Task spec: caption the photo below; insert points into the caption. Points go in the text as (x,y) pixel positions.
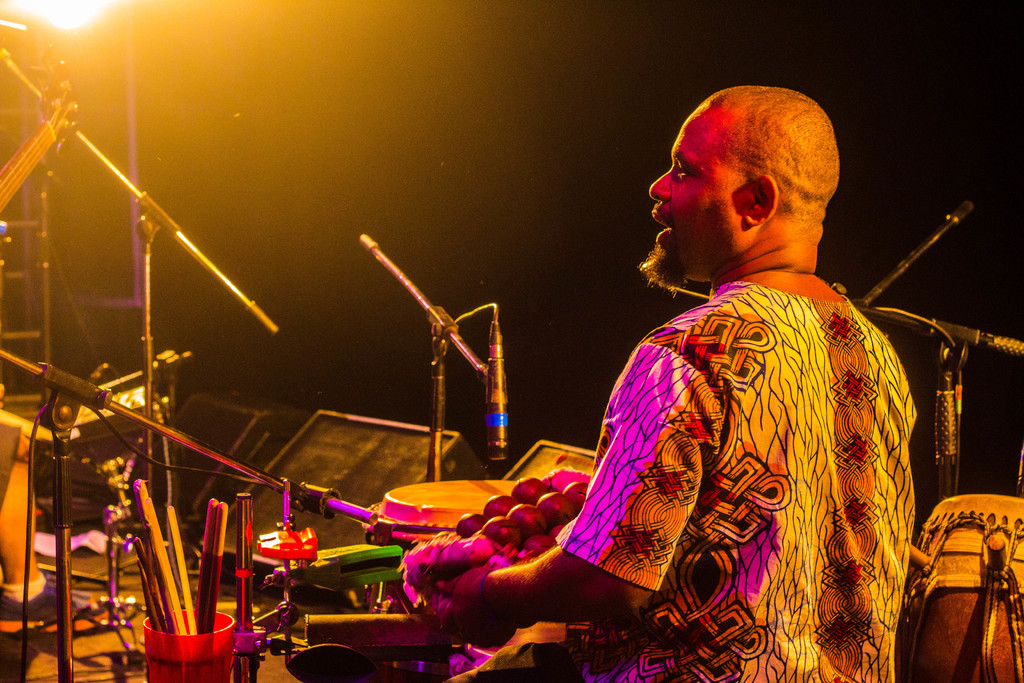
In this image I can see a man (774,552) is standing. In front of him there is a box (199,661), stands (109,584) and some musical instruments (394,526) are placed. On the right side of the image (943,574) I can see a drum (962,620).
